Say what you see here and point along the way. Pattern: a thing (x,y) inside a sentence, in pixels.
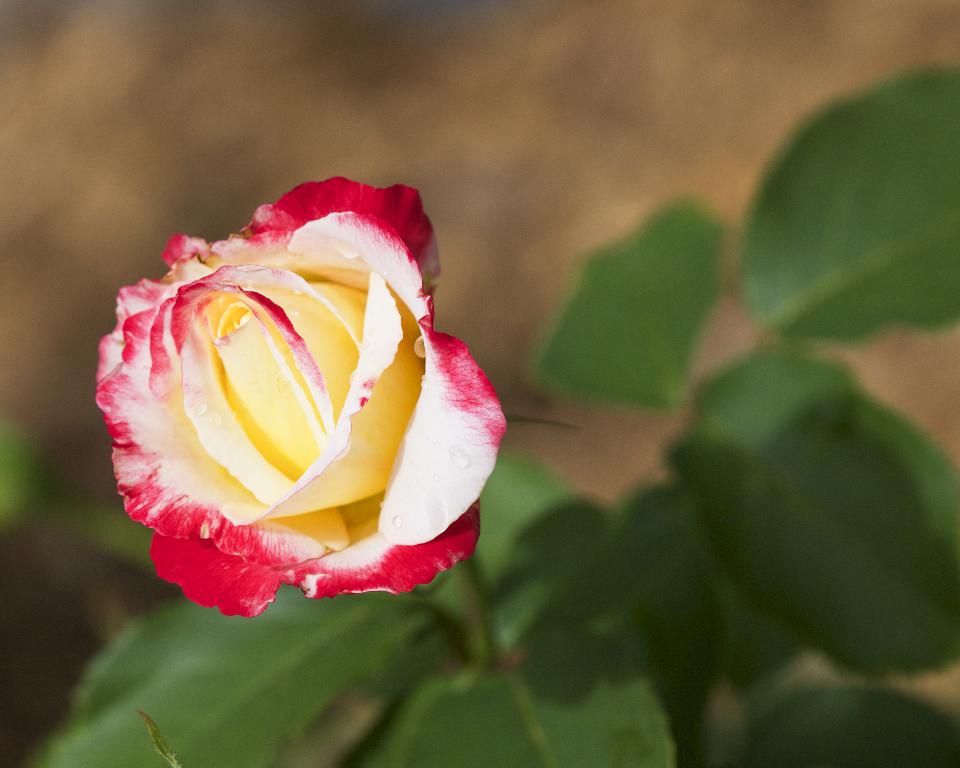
On the left side of the image (304,397) a rose flower (318,377) is there. At the bottom of the image (648,649) leaves (721,673) are present.
